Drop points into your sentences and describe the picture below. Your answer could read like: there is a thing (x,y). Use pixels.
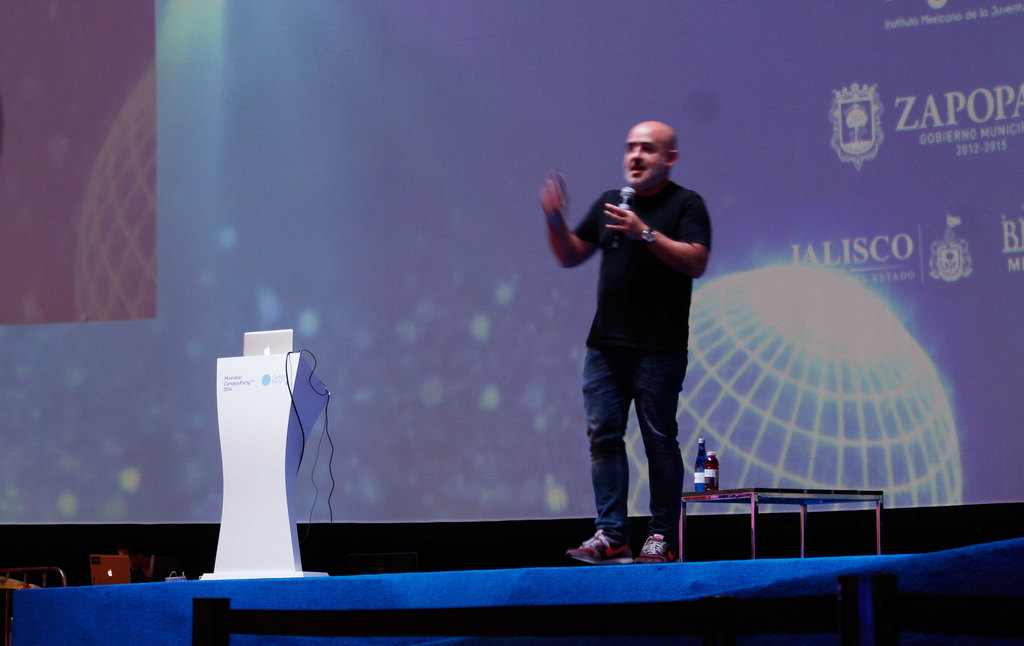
In the center of the image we can see one stage (514,645) and carpet (506,578). On the stage (544,567), we can see one person (600,424) standing and he is holding a microphone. And we can see one stand (284,460), wire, table (755,495) and bottles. In the background (588,304) there is a screen (325,223), one laptop (116,572) and a few other objects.
